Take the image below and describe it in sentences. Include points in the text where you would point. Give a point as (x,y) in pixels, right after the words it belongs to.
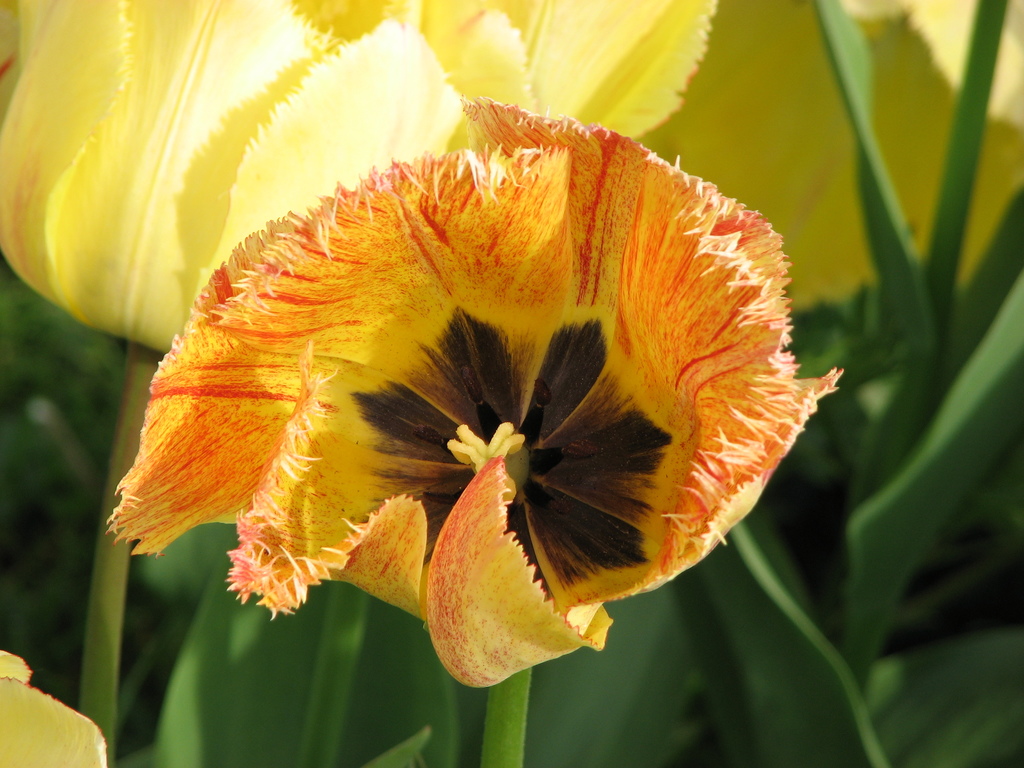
In this image we can see flowers (586,387) and leaves (899,543).
